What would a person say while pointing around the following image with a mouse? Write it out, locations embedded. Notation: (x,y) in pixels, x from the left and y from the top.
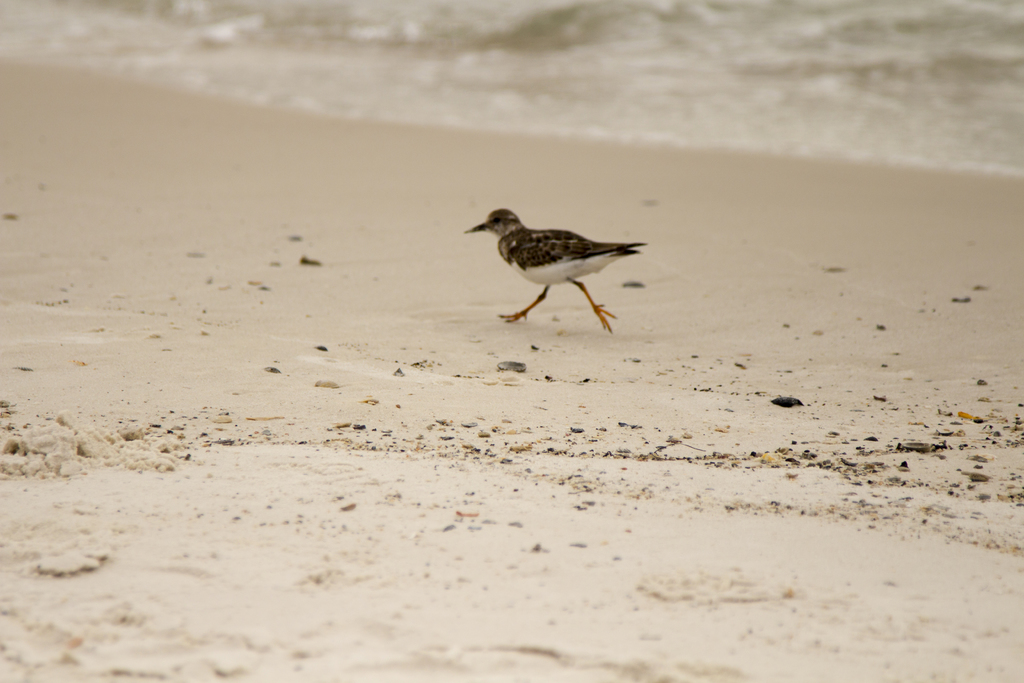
There is a bird (564,275) walking on sand (530,225) and we can see water (801,74).
